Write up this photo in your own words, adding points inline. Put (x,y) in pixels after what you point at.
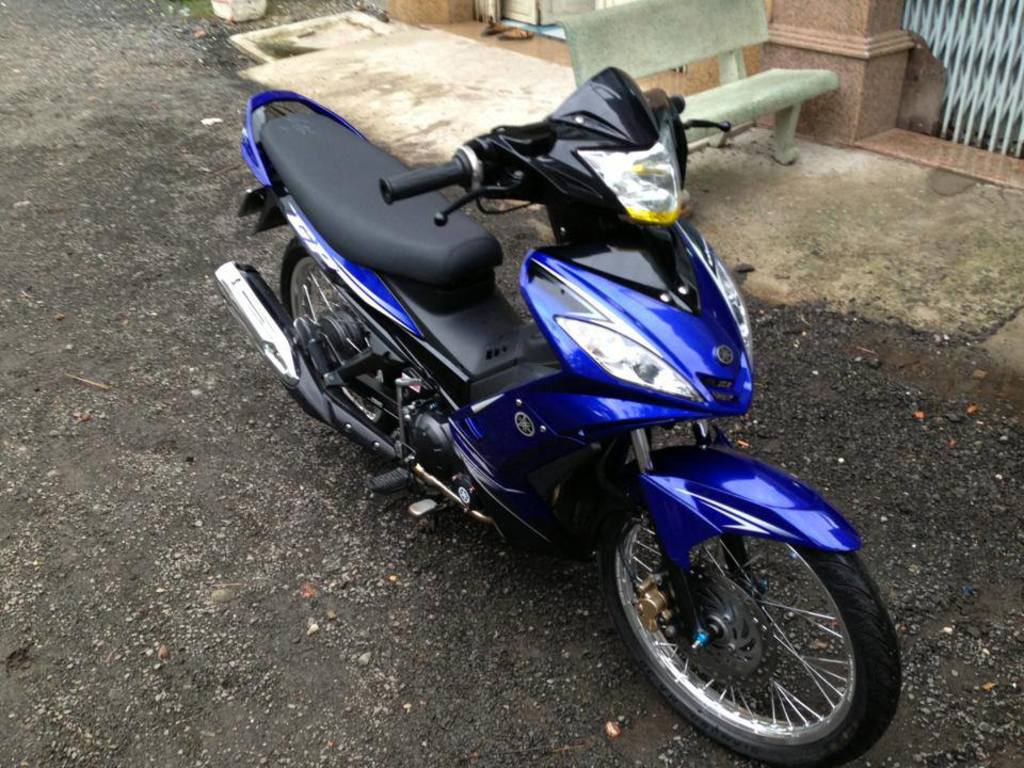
Here in this picture we can see a blue and black colored motorbike (463,368) present on the road (549,633) and beside that we can see a bench (716,91) present and we can also see a gate (998,50) present beside that.
